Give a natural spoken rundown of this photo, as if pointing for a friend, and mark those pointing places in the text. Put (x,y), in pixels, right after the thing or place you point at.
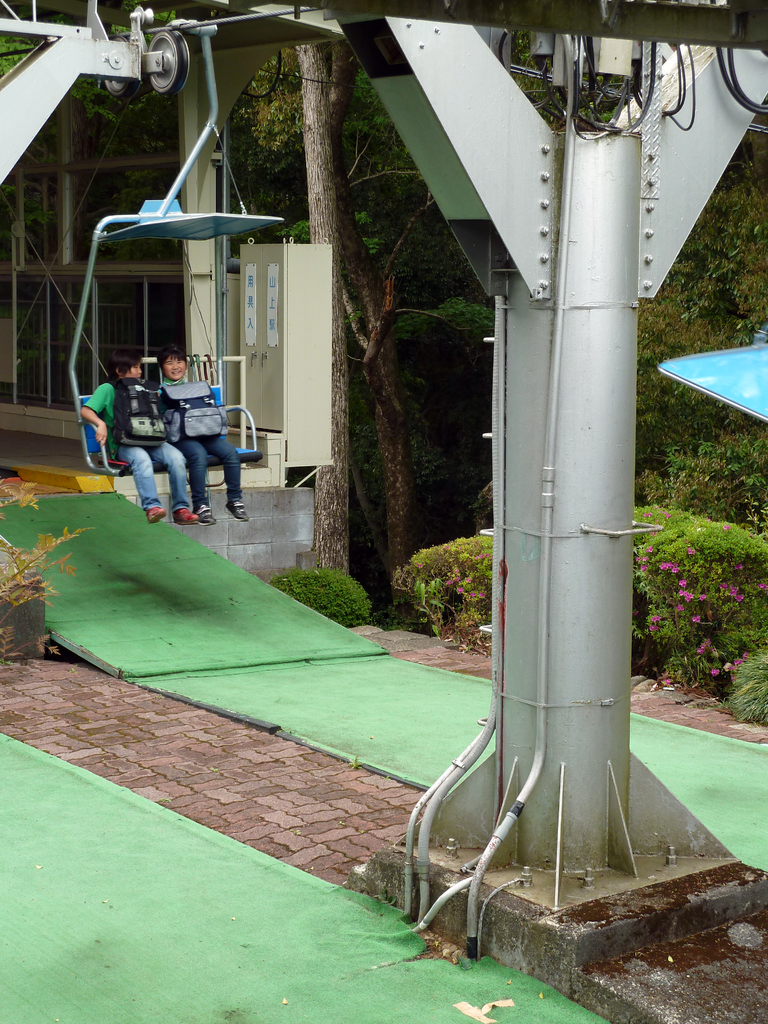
In this image I can see two persons (151,517) on the cable car (256,441). These people (183,514) are wearing the different color dresses (203,461) and they are with the bags (155,433). To the right (520,537) I can see the pole (510,327). In the back (347,386) there are plants (447,621) and many trees (439,479). I can see the pink color flowers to the plants (638,611).
